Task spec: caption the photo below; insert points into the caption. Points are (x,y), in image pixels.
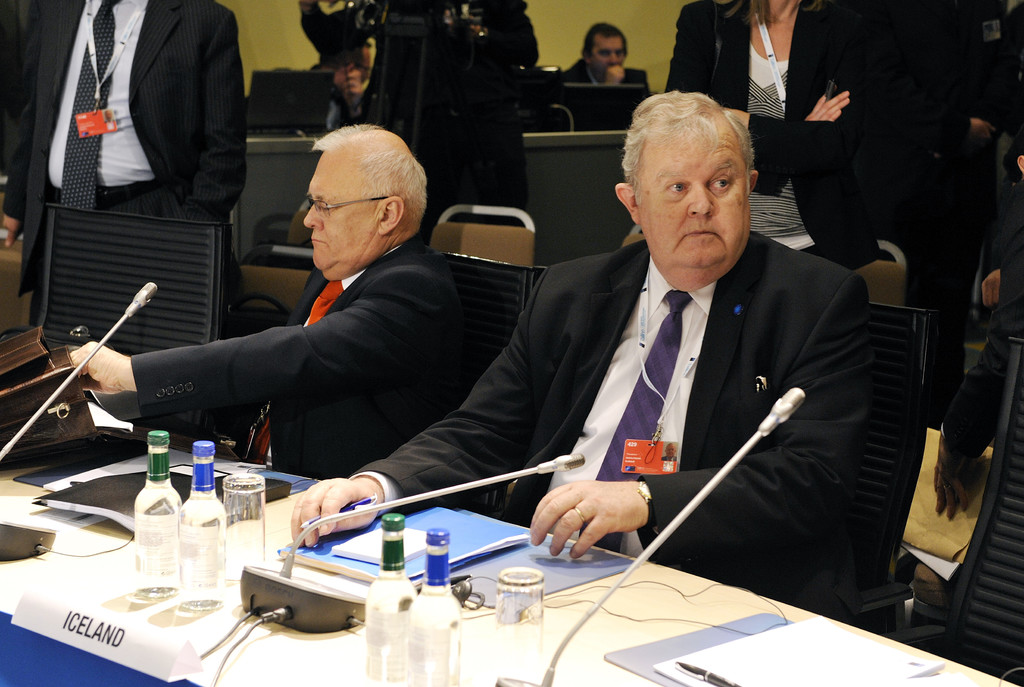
In the foreground of this picture (684,641) we can see a table (86,601) on the top of which microphones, glasses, bottles (414,666), papers (320,569) and some other items (11,405) are placed and we can see the group of persons (525,353) sitting on the chairs (874,378) and wearing suits (522,395). In the background (547,56) we can see the wall (574,39) and group of persons (767,69) standing and we can see some other objects (541,195) in the background (270,140).
